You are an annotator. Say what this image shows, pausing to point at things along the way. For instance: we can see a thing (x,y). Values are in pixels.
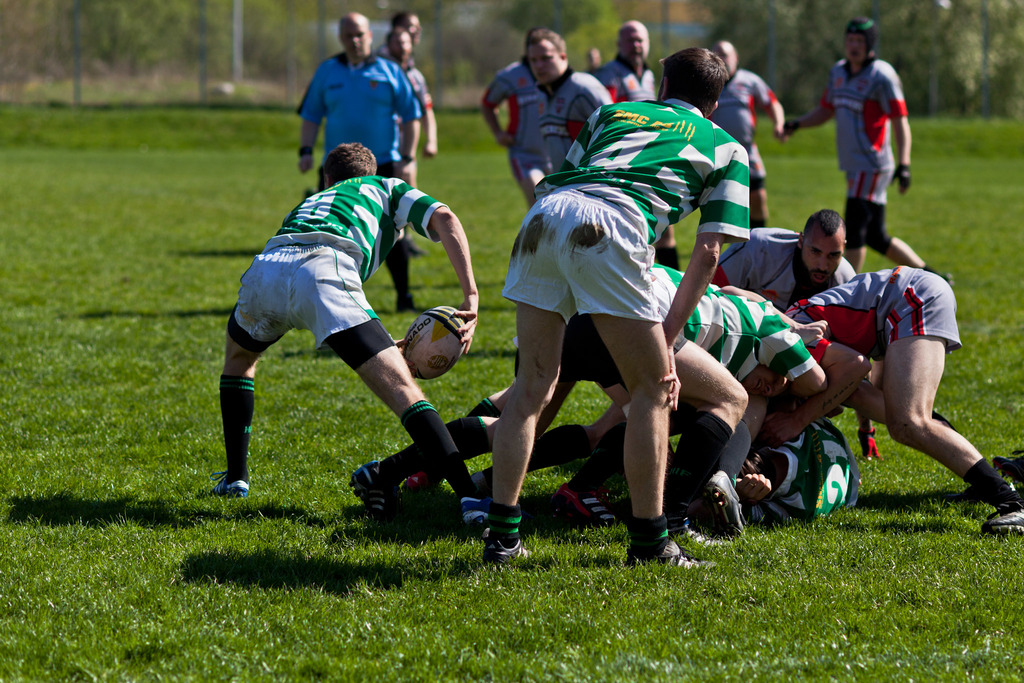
As we can see in the image there are few people (713,339) playing on grass (172,173) with a ball (452,312) and in the background (840,35) there are trees (963,35).
